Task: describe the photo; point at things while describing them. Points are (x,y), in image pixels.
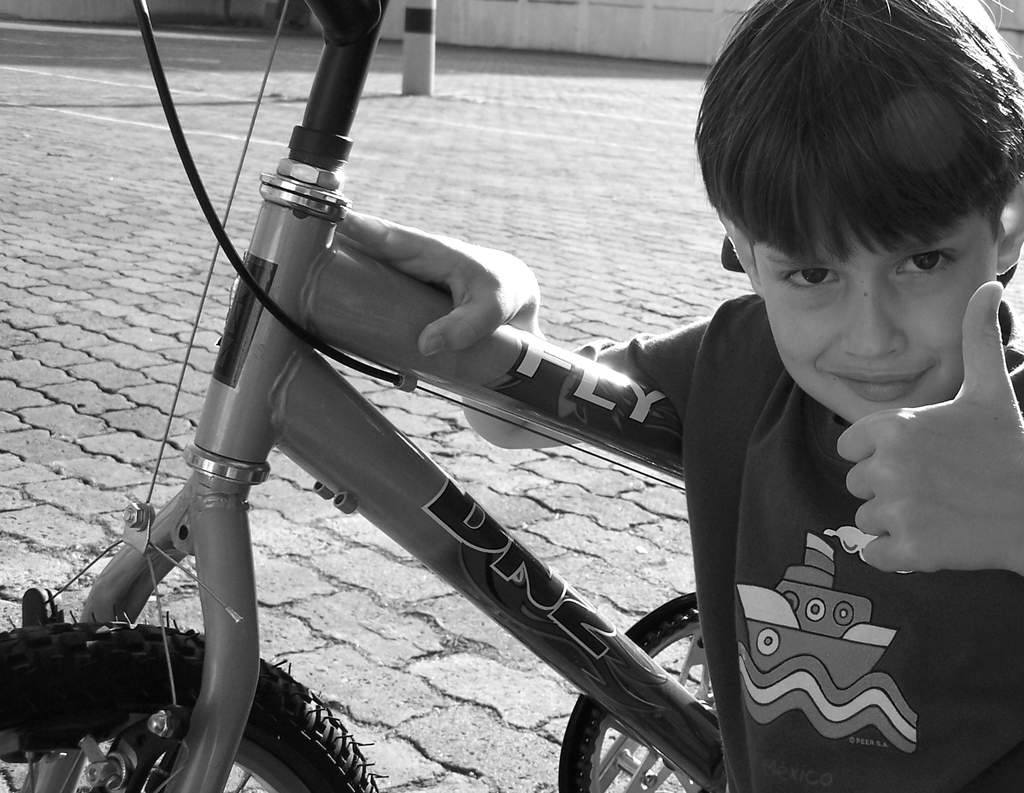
In the picture I can see a boy (720,361) and a bicycle (456,554) on the ground (409,578). In the background (424,49) I can see a pole (413,67) and some other objects (383,32). This picture is black and white in color.
